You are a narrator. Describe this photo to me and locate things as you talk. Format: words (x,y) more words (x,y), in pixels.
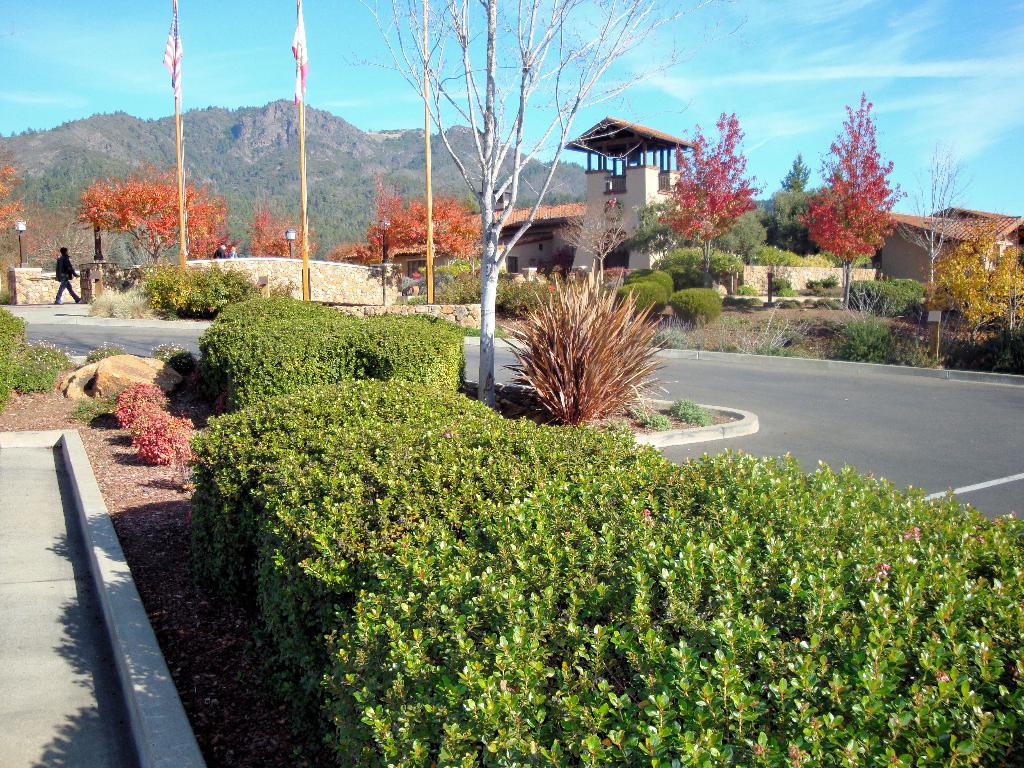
In this picture I can see number of plants (300,330) and trees (188,191) in front (641,334) and I can see the path (828,432) on the right side of this image (706,400). In the middle of this picture (542,266) I can see few buildings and 2 poles (174,34), on which I can see 2 flags (180,55). In the background (351,160) I can see the mountains (315,213) and the clear sky (506,77). I can also see a person (62,273) on the left side of this image (58,274).
